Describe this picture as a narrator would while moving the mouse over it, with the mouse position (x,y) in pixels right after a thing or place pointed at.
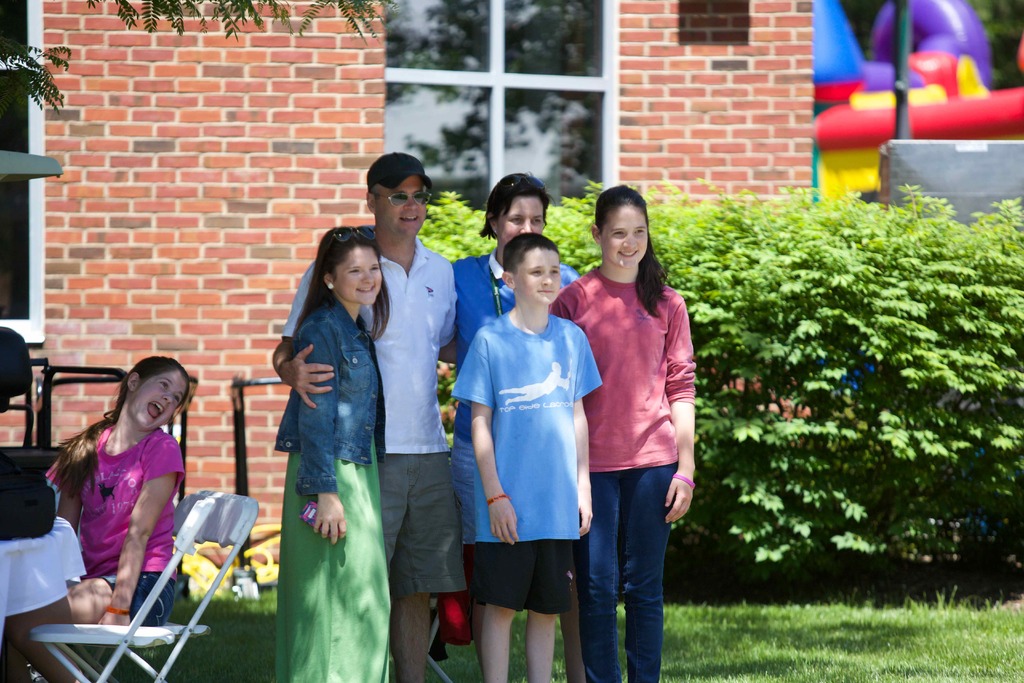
In this image I can see there are five persons (617,338) visible in front of bushes (564,222) and I can see the wall (374,76) and window (470,79) and back side of bushes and pole (903,67) and inflatable (913,14) visible on the right side (956,29) and I can see a girl (86,479) sitting on chair (76,621) in front of her I can see a table (41,542) with white color cloth (16,546).
